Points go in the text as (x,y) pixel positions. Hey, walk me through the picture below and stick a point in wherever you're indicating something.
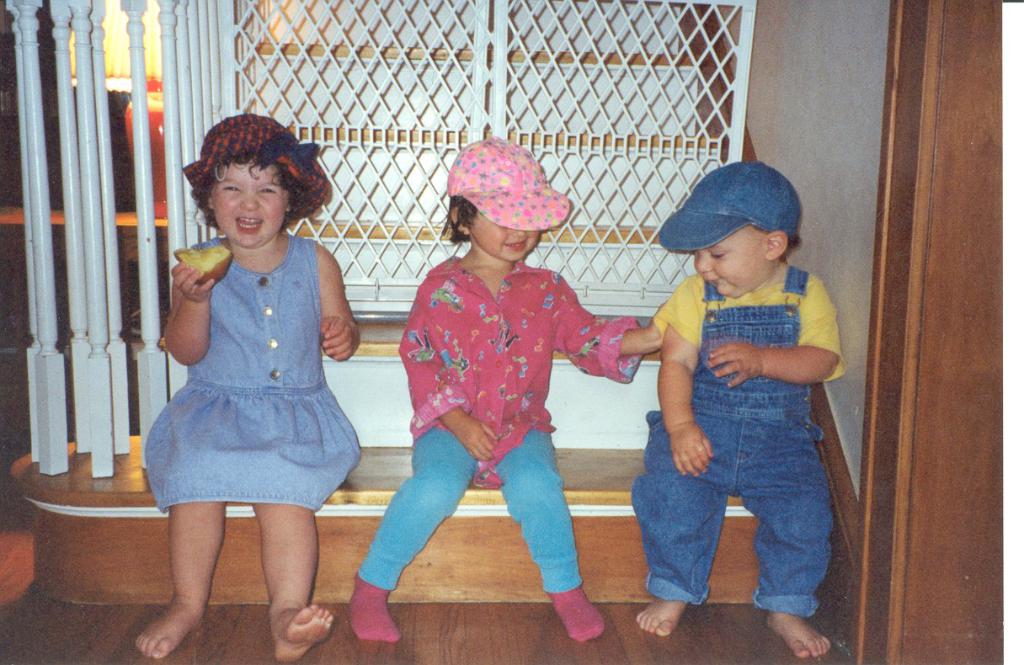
In this image I can see a child (272,353) wearing blue dress (235,345) is holding a fruit (195,267) in her hand (201,291) and another child (510,335) wearing pink shirt (467,329), blue pant (379,555) and pink hat (489,177) and another child (715,371) wearing blue and yellow dress (736,402) are sitting on the brown colored surface (584,468). In the background (619,180) I can see the white colored metal railing (517,86) and the white colored wall (838,106) and to the left side of the image (162,208) I can see a lamp (129,133).
